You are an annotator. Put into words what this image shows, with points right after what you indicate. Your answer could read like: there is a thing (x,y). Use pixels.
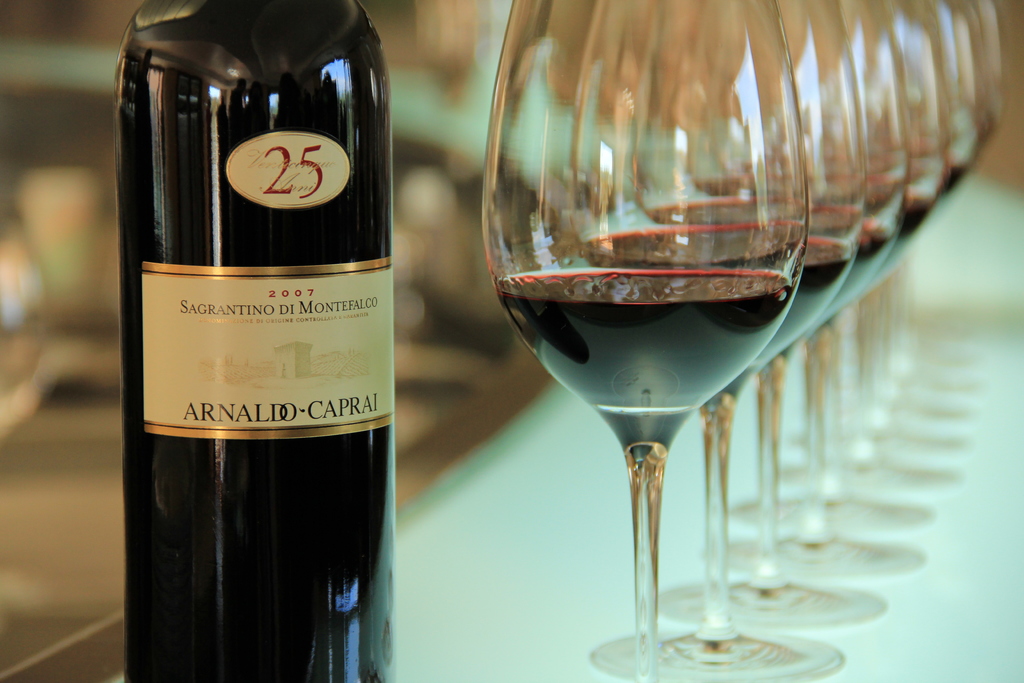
Above the white table (546,562) there are glasses (552,205) and a bottle (250,74). To the bottle (258,546) there are stickers (220,431). In the glasses (789,31) there is a wine (735,296). In the background (71,131) it is blur.
